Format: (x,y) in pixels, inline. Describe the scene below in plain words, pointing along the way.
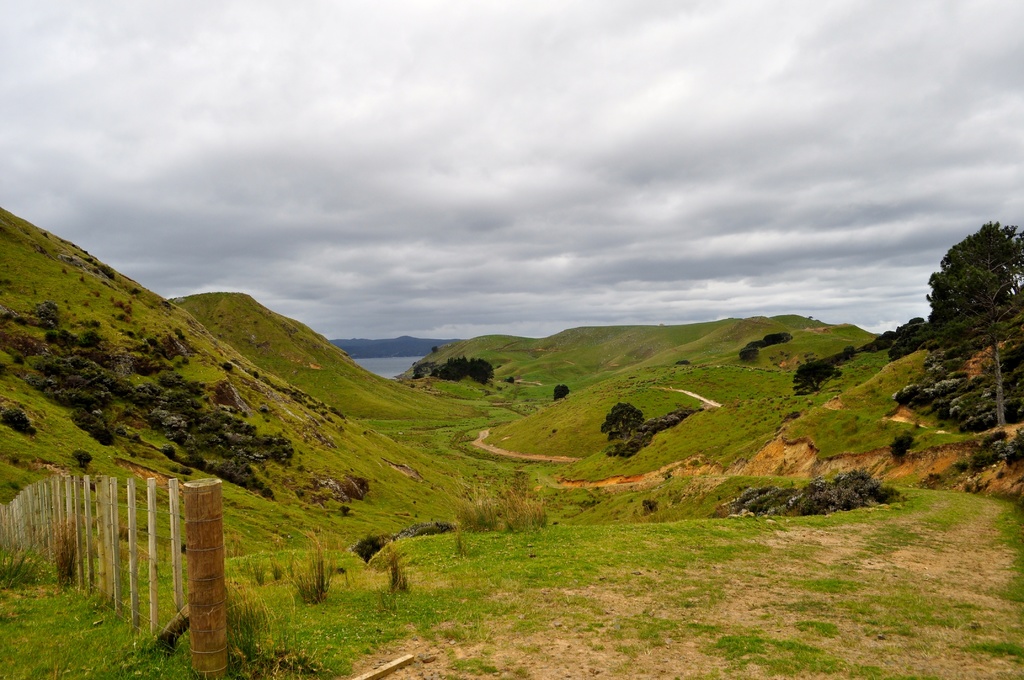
In this image I can see on the left side (18,530) it looks like a fence (207,551). In the middle (533,422) there are hills (763,362), on the right side (972,304) there are trees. At the top (605,180) it is the sky (617,170).
